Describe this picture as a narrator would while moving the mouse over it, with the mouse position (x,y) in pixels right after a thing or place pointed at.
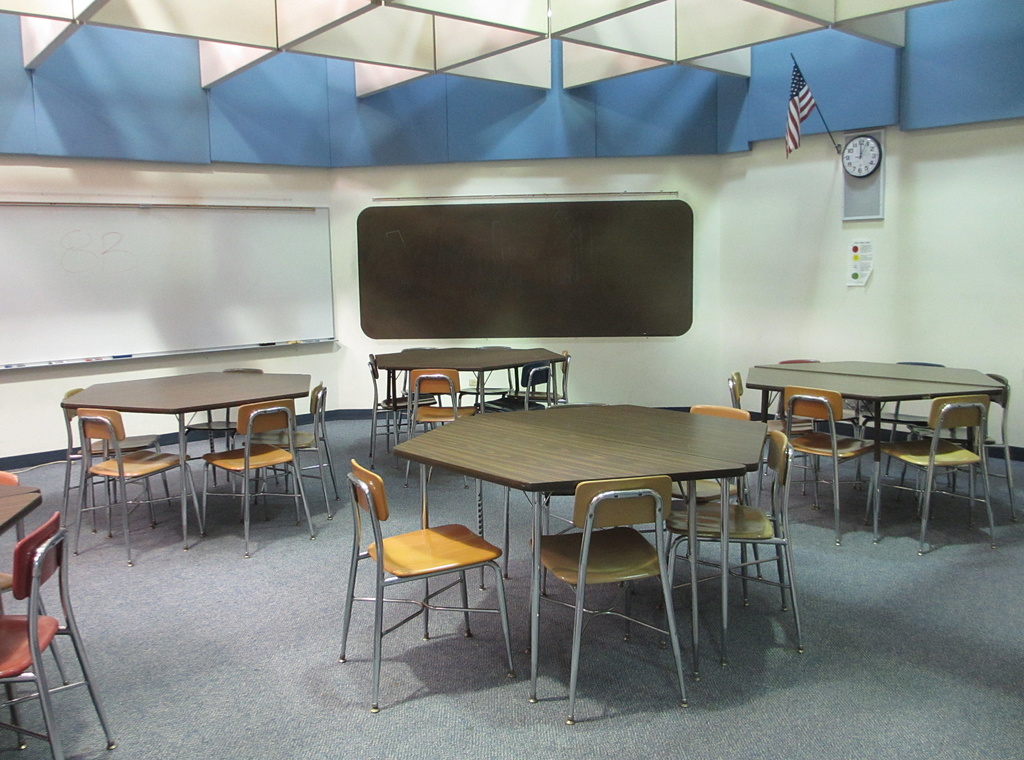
In the foreground of this image (710,502), there are tables (577,457) and chairs (595,610) on the floor (853,715). In the background (244,291), there are white and black colored boards (472,305), flag (795,95), a clock (857,165), a poster (856,277) on the wall (916,270) and ceiling (529,46) on the top (412,46).
